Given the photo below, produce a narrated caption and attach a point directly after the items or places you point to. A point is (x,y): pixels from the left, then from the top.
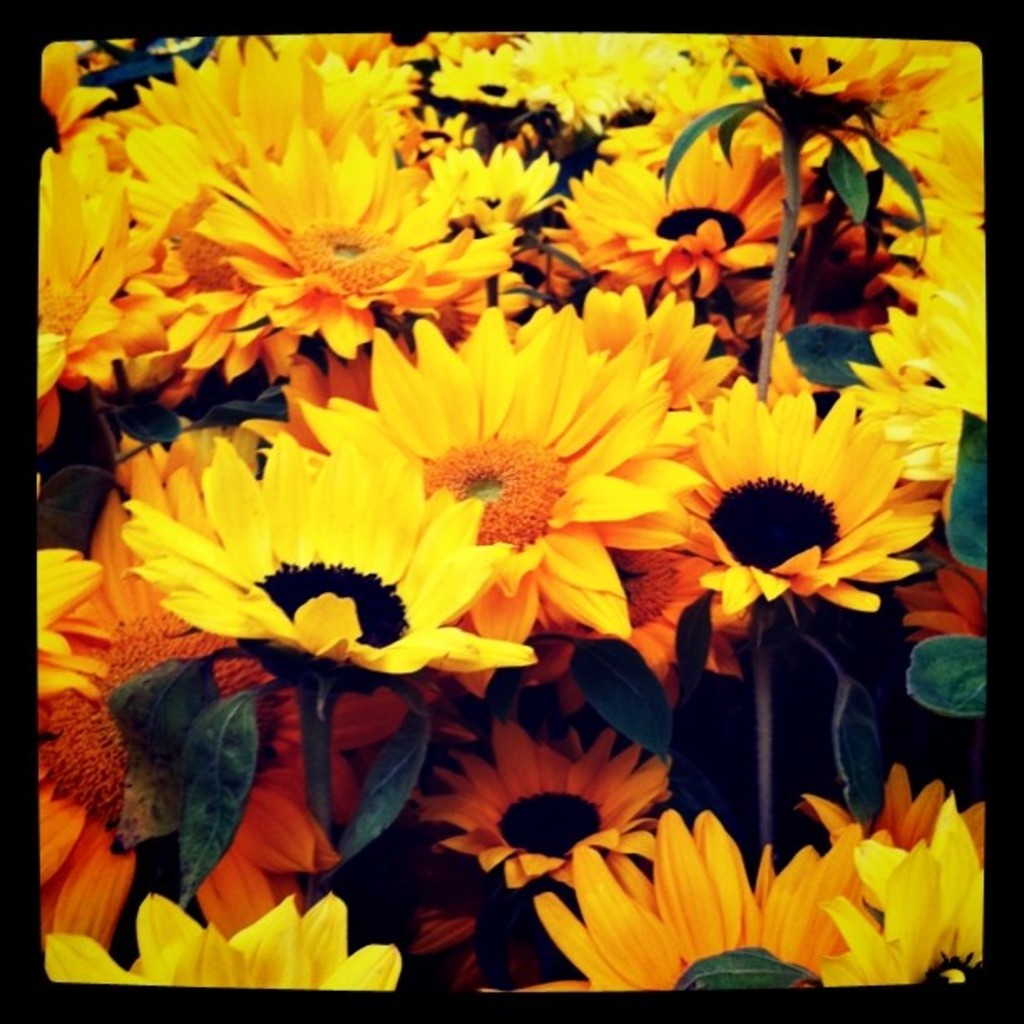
There are yellow color flowers (365,509) with leaves (627,691). On the border of the image there is black color.
